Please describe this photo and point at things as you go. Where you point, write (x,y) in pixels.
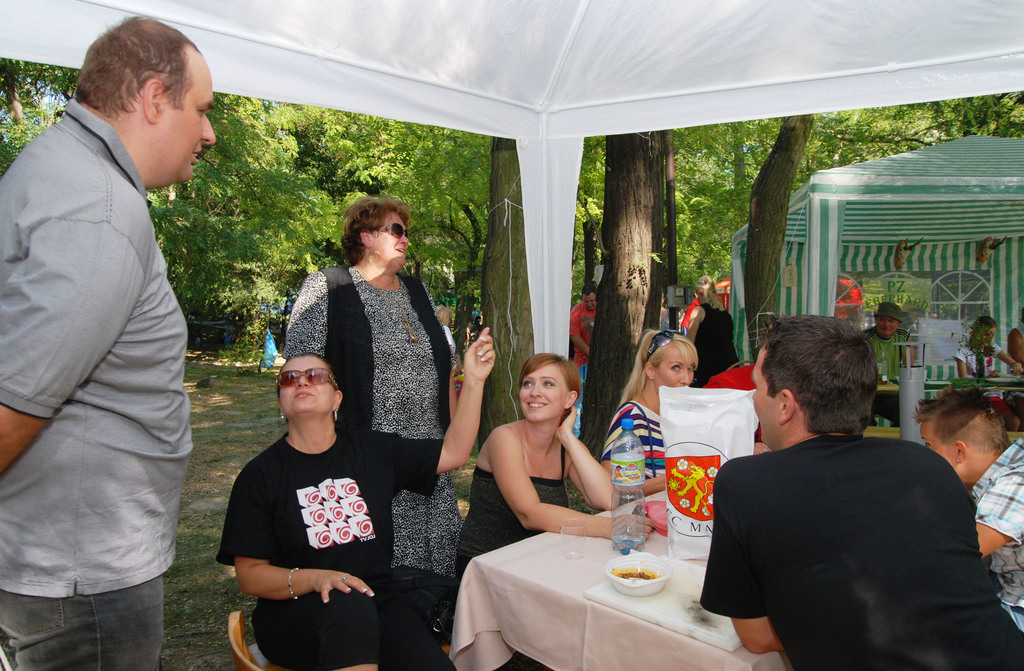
There are few people (929,549) sitting on the chair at the table (558,555). On the table (597,540) there is a plastic cover (687,493), bowl (635,587) and a water bottle (628,487). In the background (936,224) there are few people (336,331) standing, a tent (873,207) and trees (611,190).
